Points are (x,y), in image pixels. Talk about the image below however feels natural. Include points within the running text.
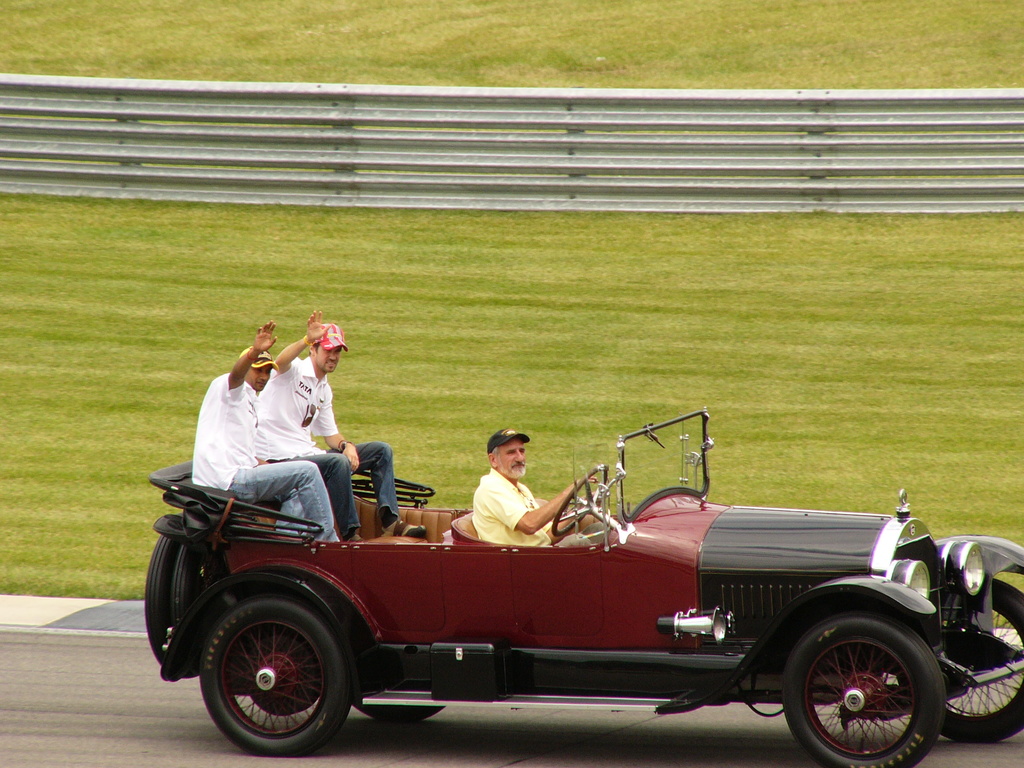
There are people (331,437) riding in a car (454,534). In the background (468,280) there is a fence (556,202) and grass (546,342).
